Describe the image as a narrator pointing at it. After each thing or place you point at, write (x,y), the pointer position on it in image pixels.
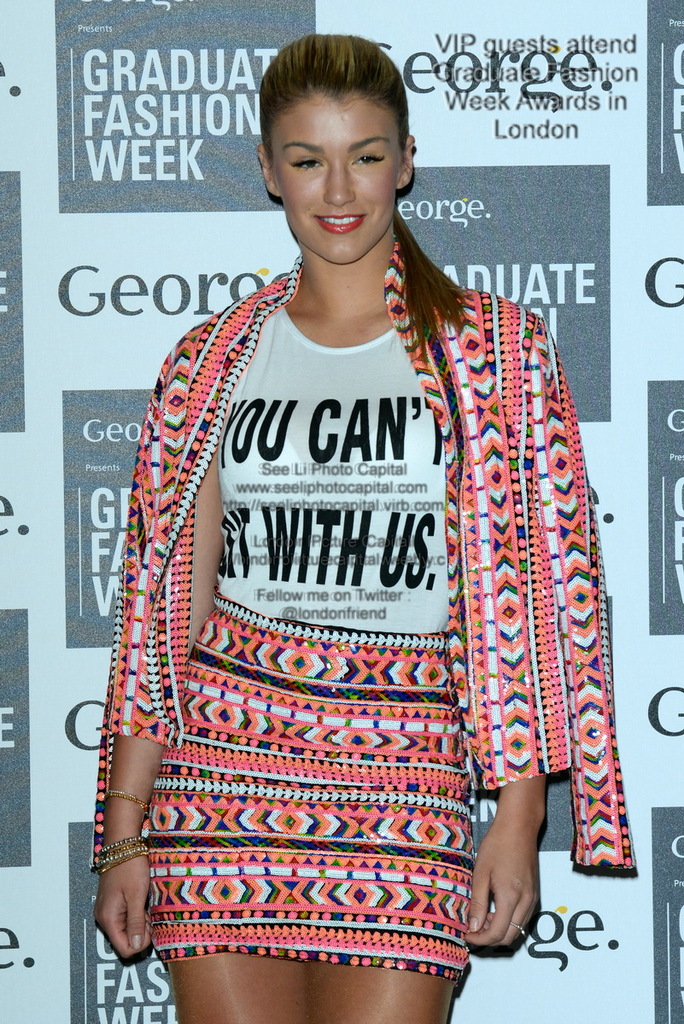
Here there is a woman (391,586) standing. In the background (42,778) there is a hoarding (66,712).
